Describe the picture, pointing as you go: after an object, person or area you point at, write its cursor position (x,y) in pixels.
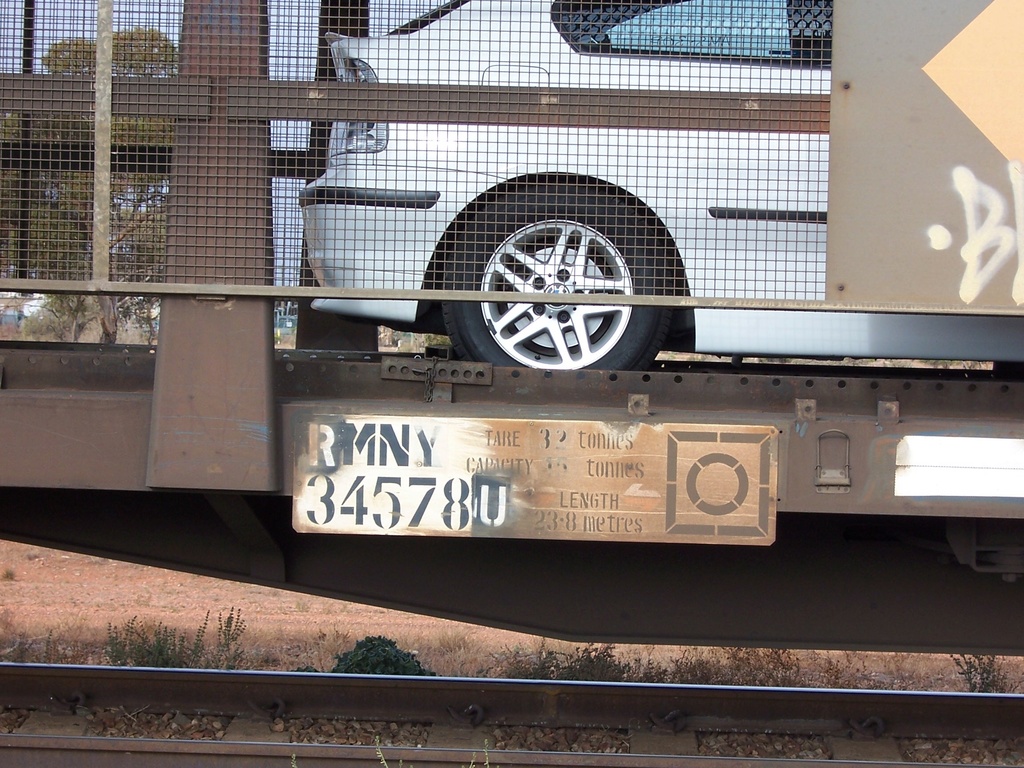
In this image there is the sky (280,39) towards the top of the image (288,56), there are trees (41,216), there is a train (845,225) towards the top of the image (452,162), there is a car (554,216) towards the top of the image (584,151), there are boards (757,465), there is text (505,502) and number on the boards (409,475), there is ground (510,642), there are plants (556,670), there is a railway track (571,730) towards the bottom of the image (544,705).
